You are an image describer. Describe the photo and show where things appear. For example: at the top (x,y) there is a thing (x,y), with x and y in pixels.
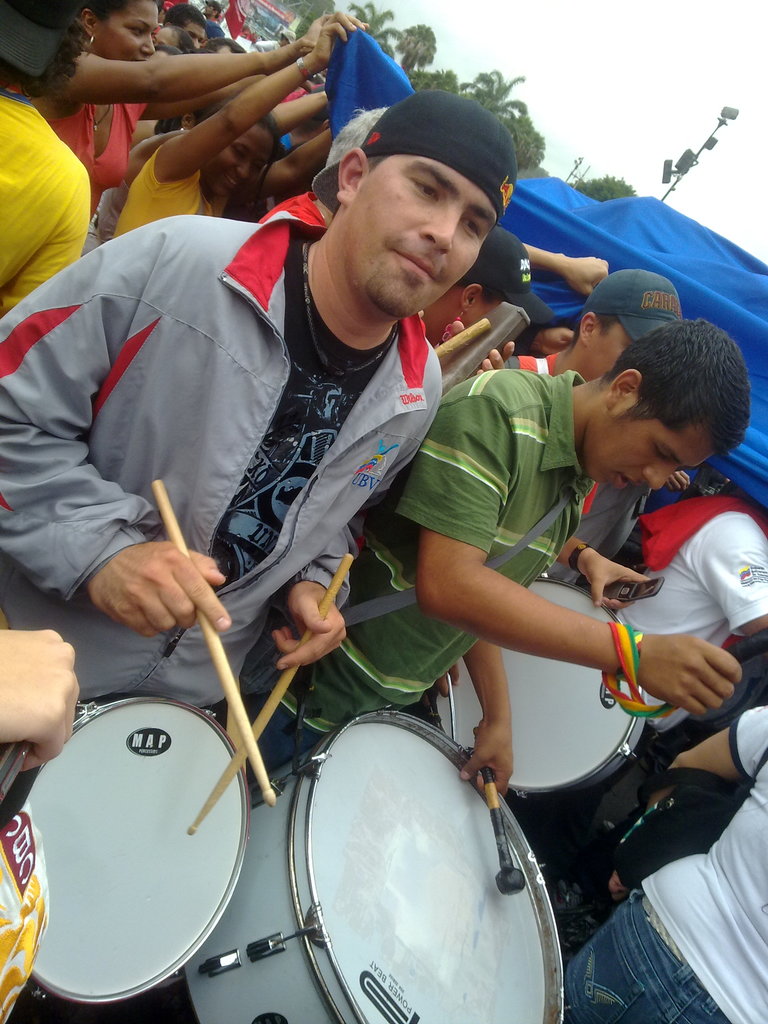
In this image, we can see some people (318,677) playing drums (298,819) and in the background (253,76), there are trees (534,138), tents (700,240) and many people (214,117).
